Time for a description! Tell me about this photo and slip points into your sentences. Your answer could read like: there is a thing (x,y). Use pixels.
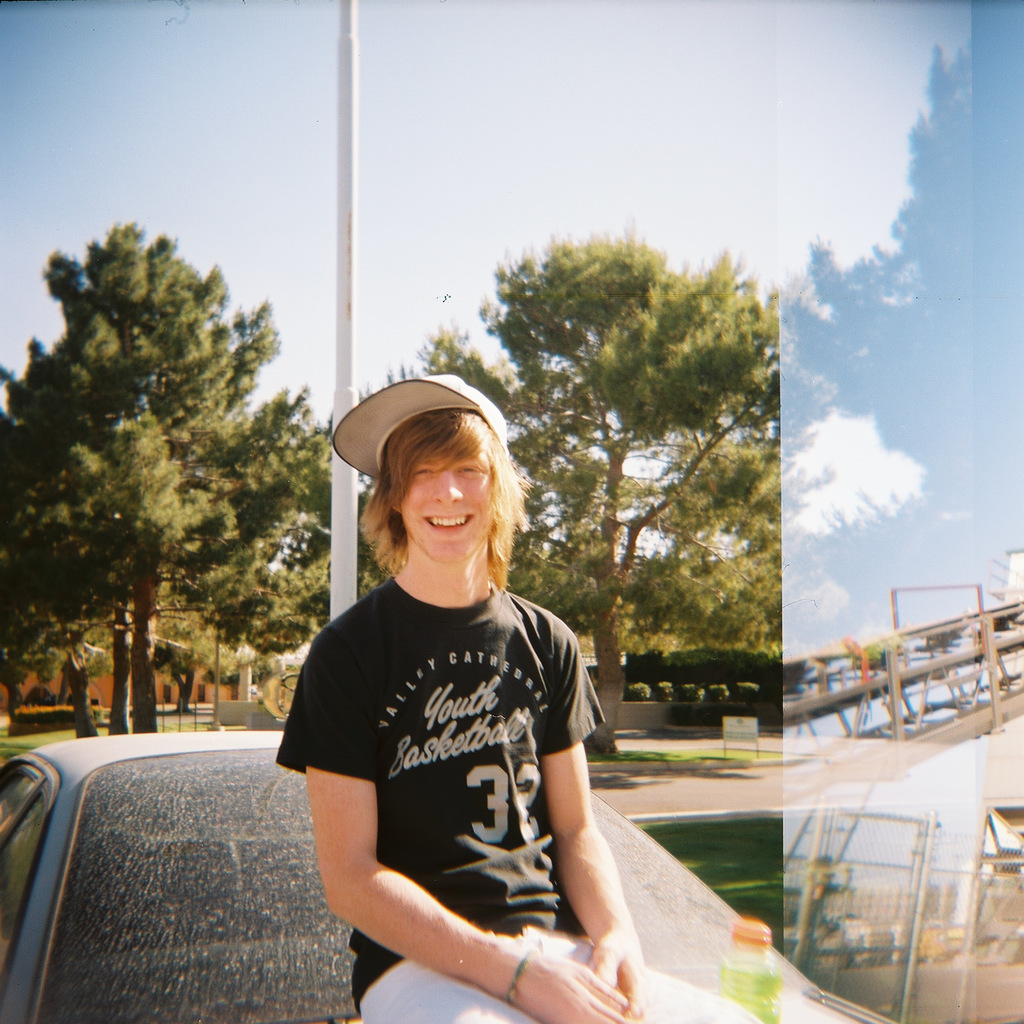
This looks like an edited image. I can see the man (442,950) sitting on a vehicle (216,916) and smiling. He wore a cap (379,462). These are the trees (650,357) and bushes (693,701). This looks like a pole (335,582). On the right side of the image (978,711), that looks like an iron pillar (946,676). This is the sky (484,176).
